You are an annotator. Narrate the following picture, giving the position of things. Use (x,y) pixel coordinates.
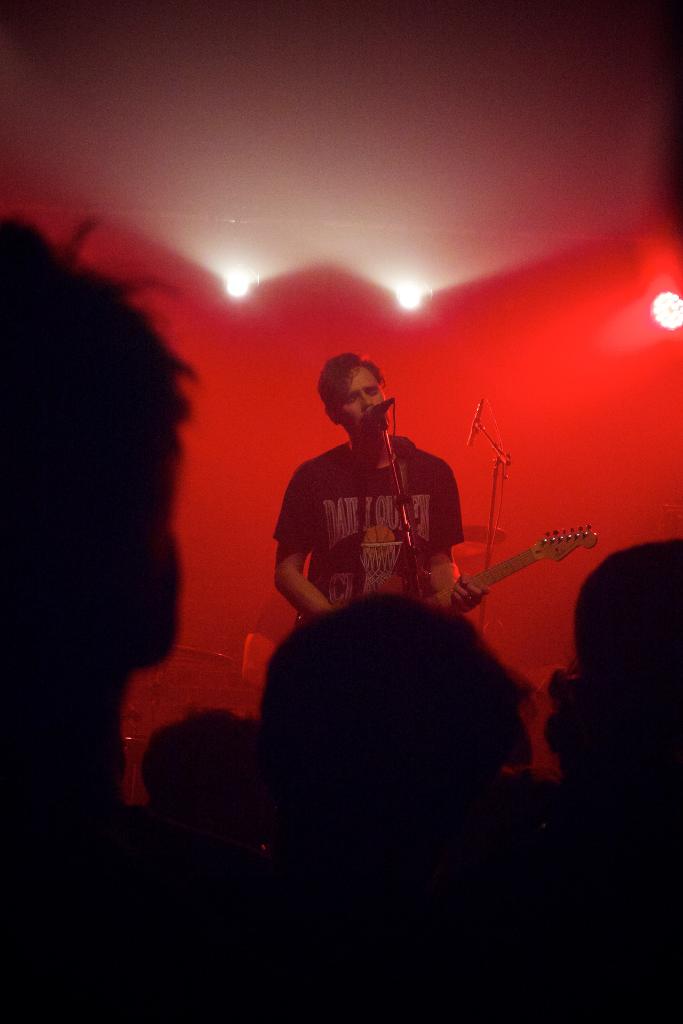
This image is clicked in a concert. There are few people (152,424) in this image. The man (420,544) in the middle (340,532) is standing and singing, and also playing a guitar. In front of him there is a mic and mic stand (406,532). At the bottom (250,996), there is a crowd (367,976).
